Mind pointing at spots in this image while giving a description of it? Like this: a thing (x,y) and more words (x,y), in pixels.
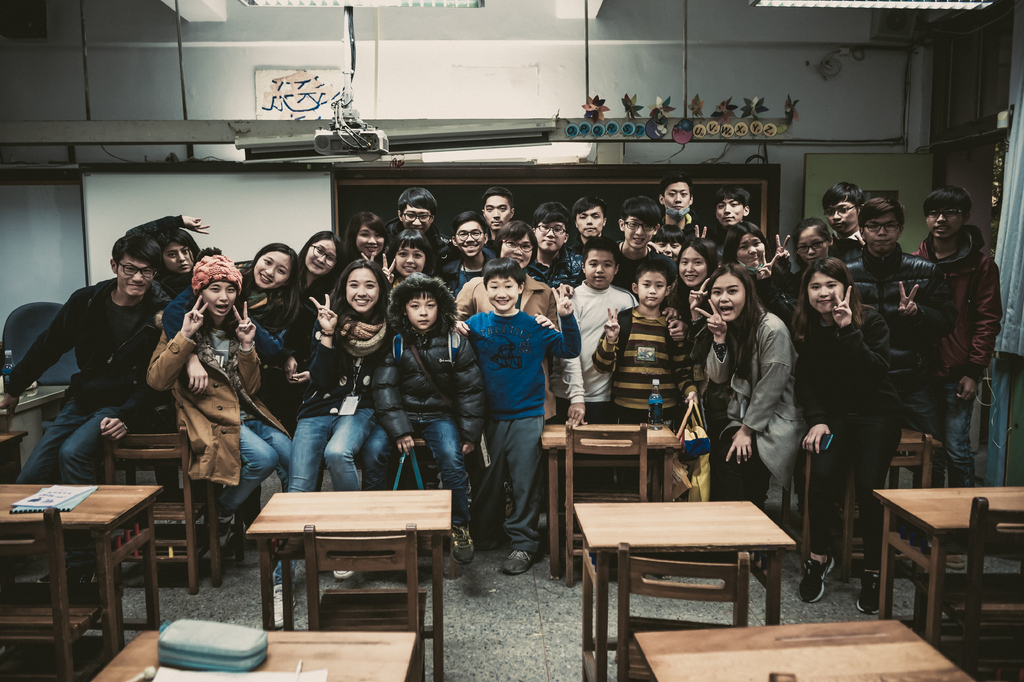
In this picture there are group of people (520,348) some are sitting and some are standing. There is a bottle (662,413) on the table (638,430). There is a chair (353,604). There is a box (163,638) and other objects (76,501) on the table (147,665). There is a cloth (1015,253).
